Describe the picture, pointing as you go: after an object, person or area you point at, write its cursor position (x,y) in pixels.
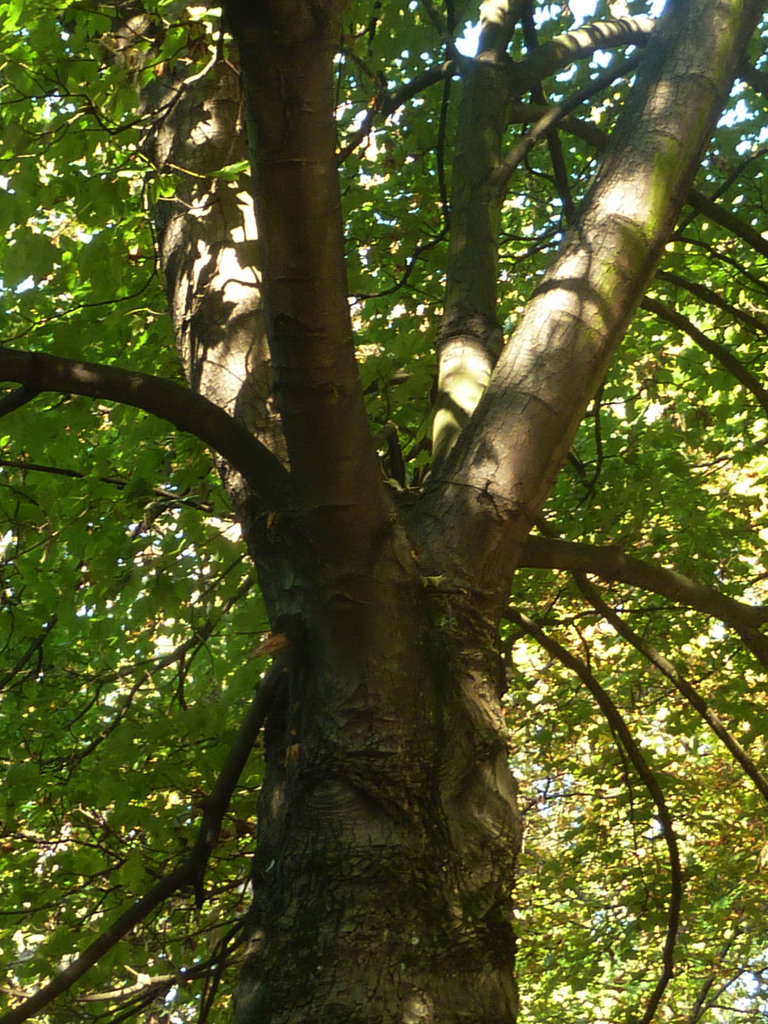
We can see trees (457,353) and in the background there is a sky (6,313).
